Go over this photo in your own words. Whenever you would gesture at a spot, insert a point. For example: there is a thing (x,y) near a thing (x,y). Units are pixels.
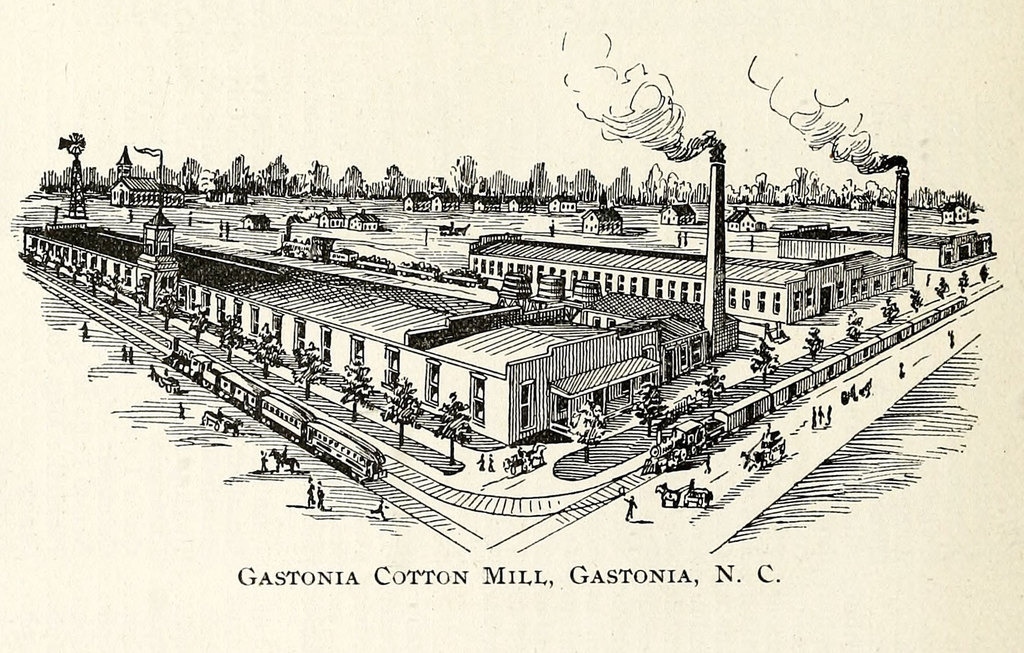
In this picture there is a poster (587,195), which includes trees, buildings (778,271), and railways station (333,454).
